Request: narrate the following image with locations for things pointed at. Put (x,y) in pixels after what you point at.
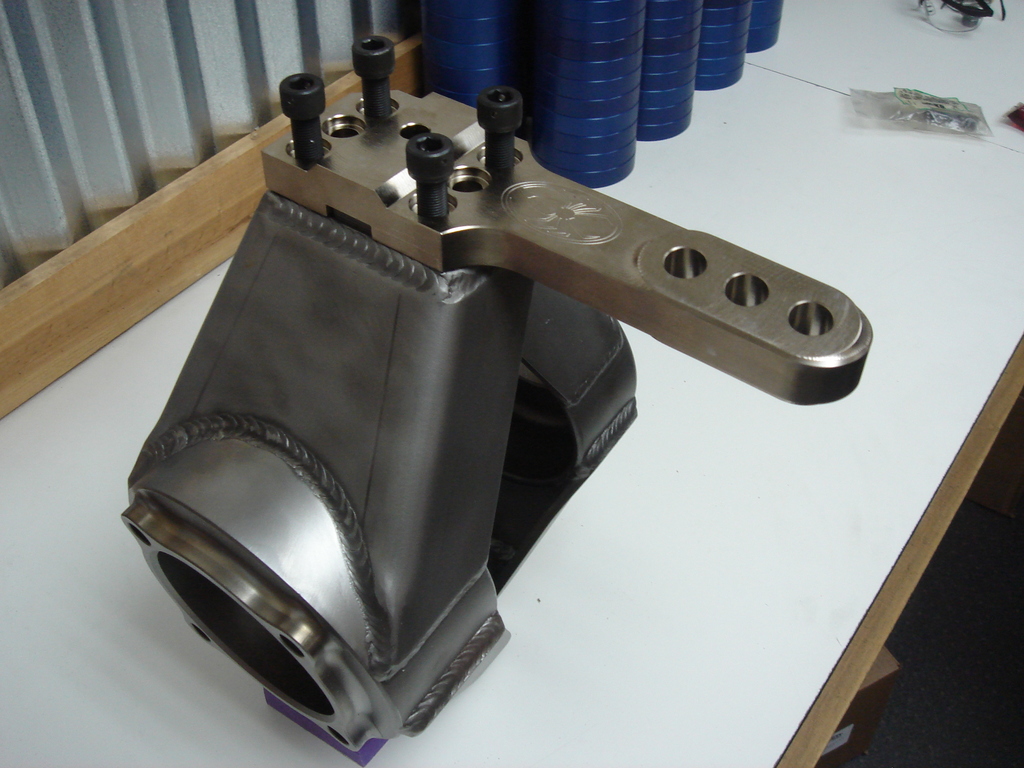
In the image we can see there is an iron equipment (552,391) and behind there are blue rings (592,47) kept on the table (779,144).
